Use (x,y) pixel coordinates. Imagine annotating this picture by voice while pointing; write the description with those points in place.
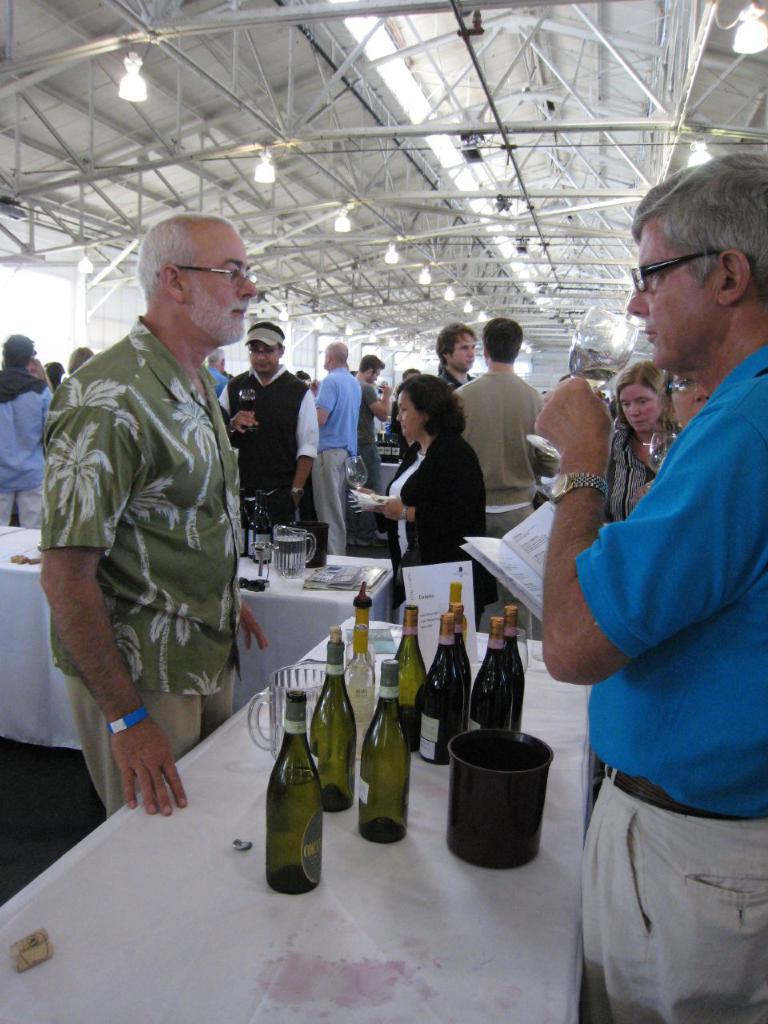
There are group of people (277,420) in this image standing and walking. The person (168,549) wearing a green colour shirt (142,557) in the left side (165,566) is standing. In front of this person (183,623) there is a table (250,754). On the table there are group of bottles (406,689), jar (312,692) and a black colour container (497,792). At the right side (653,685) the person (714,602) wearing a blue colour shirt (712,566) is holding a book (528,576) in his hand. In the background (305,403) there are persons (297,406) standing. On the top (189,97) there are lights (130,81) hanging on the roof (430,185). The table (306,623) in the center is covered with the white colour cloth (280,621).
